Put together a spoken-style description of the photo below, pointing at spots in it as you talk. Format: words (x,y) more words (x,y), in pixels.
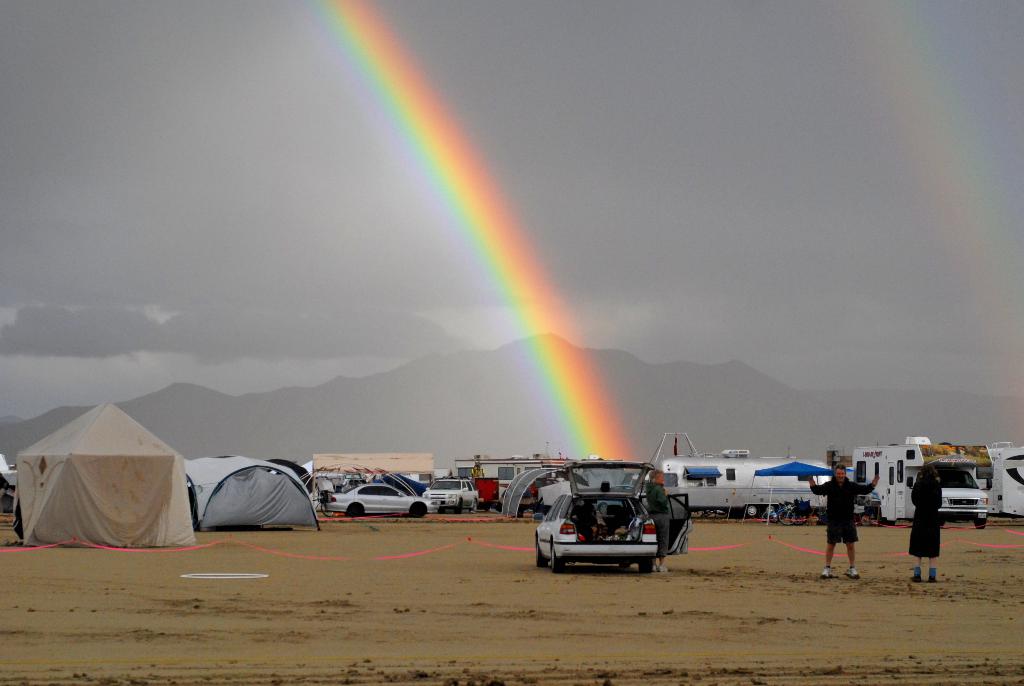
On the right side of the image (837,500) we can see two persons (840,531) are standing. In the center of the image (368,451), we can see a few vehicles (767,506), tents (217,511) and a few other objects (595,533). In the background (647,349), we can see the sky (608,178), hills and a rainbow (543,306).
